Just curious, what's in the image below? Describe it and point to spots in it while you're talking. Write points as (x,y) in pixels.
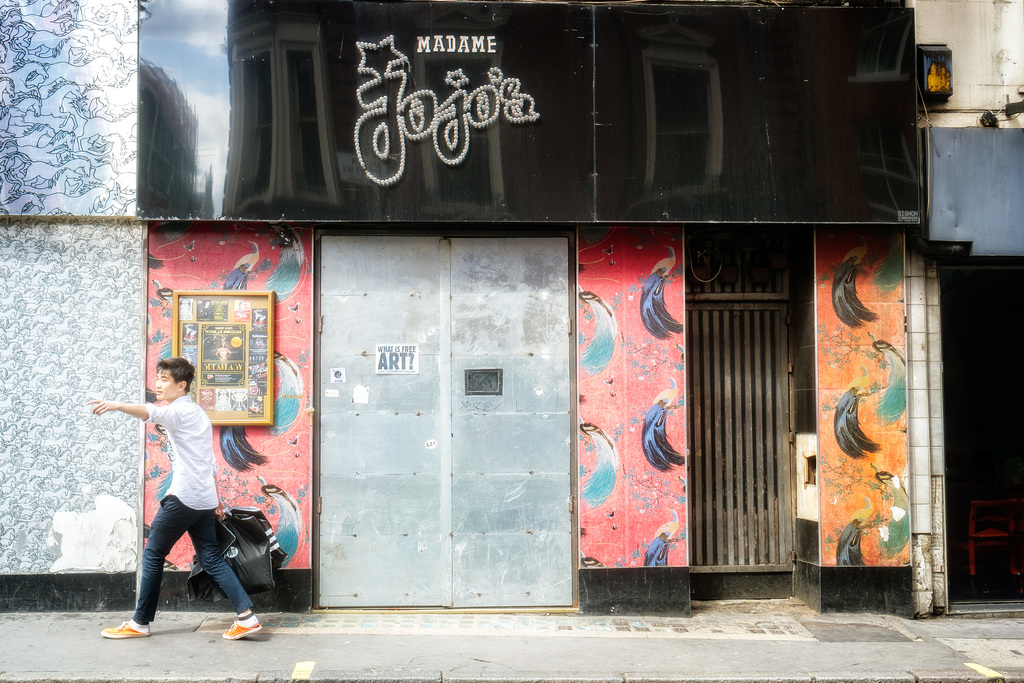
In this picture I can see a person (172,463) holding covers (239,540) and walking in front of the buildings (469,499), side we can see painted walls (602,429) and also I can see a board (443,162) with text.
